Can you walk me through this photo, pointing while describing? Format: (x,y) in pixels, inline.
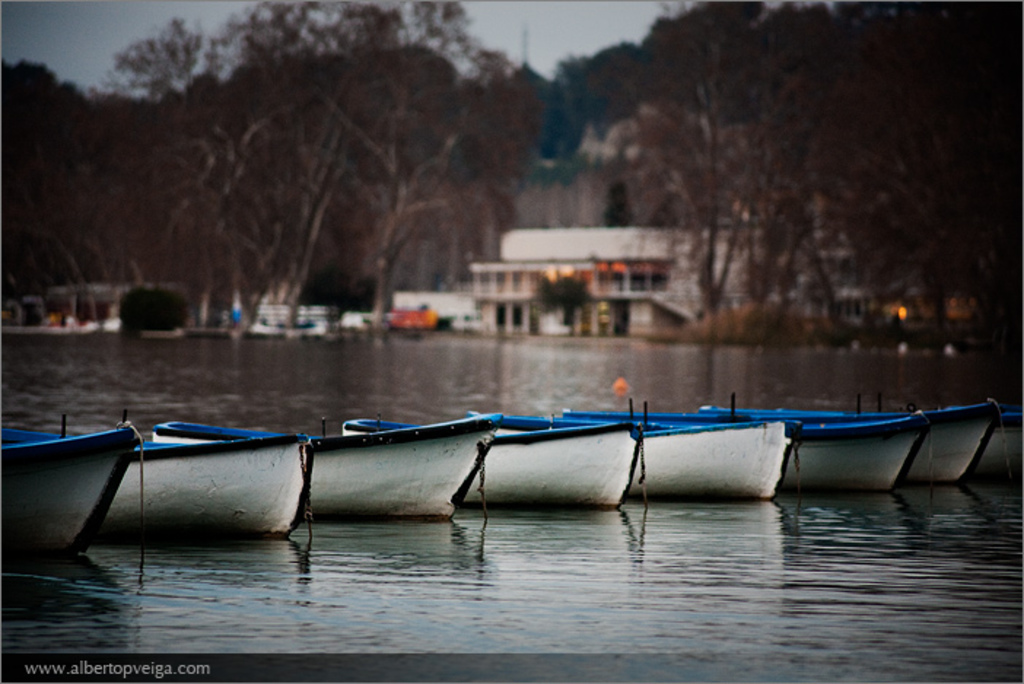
In this picture we can see boats (277,475) above the water (444,588). In the background of the image (449,245) it is blurry and we can see buildings (398,300), trees (305,274) and sky (543,48).
